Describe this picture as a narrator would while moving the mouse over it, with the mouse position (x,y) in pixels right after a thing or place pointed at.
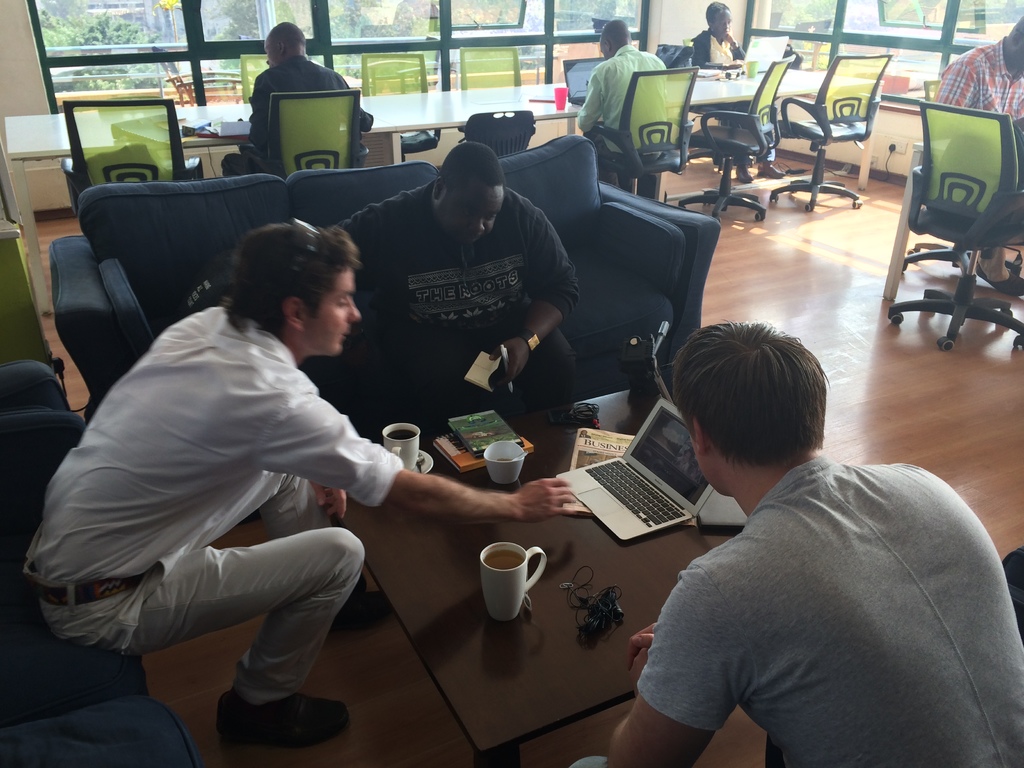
In this image I can see few couches (143,260) which are black in color and few persons (366,321) are sitting on couches (570,206). I can see a table (511,685) in front of them and on the tables (500,663) I can see few cups (410,462), few books (452,451), a laptop (622,489), a paper (607,454) and few other objects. In the background (682,56) I can see few persons (652,64) are sitting on chairs (685,75) around the white colored table (473,106) and on the table (489,106) I can see few objects (666,54). I can see the glass windows (388,43) through which I can see few trees (59,36).
